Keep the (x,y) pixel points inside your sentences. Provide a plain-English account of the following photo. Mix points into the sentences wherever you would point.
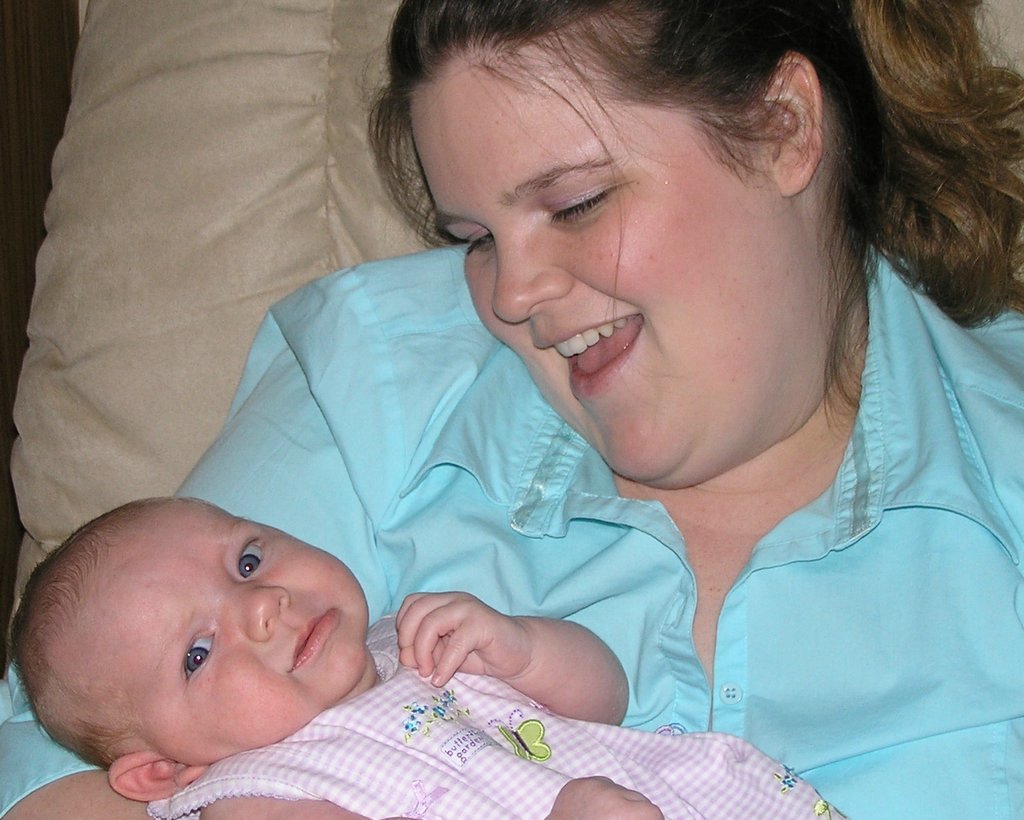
In this image I can see the person (507,595) holding the baby (365,694) and the person (774,594) is wearing blue color shirt (864,662). In the background (227,116) I can see the cream color cloth (164,291).
